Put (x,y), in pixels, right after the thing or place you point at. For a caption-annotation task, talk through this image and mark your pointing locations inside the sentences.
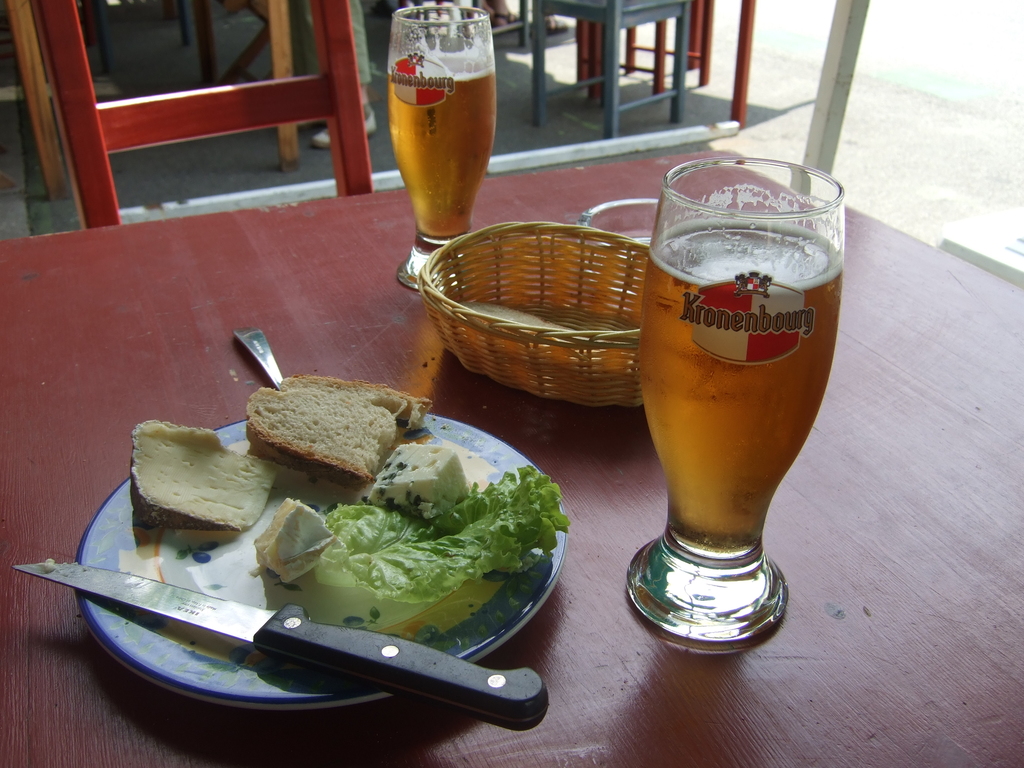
In this image there is a table (910,513) on which there are two glasses (468,154) filled with drink (438,119). In between them there is a basket (504,331). On the left side (264,607) there is a plate (264,607) on which there is cheese (438,477), bread piece (333,418), green leaves (410,576) and a knife (171,587) on it. In the background (197,95) there are chairs (182,96).
